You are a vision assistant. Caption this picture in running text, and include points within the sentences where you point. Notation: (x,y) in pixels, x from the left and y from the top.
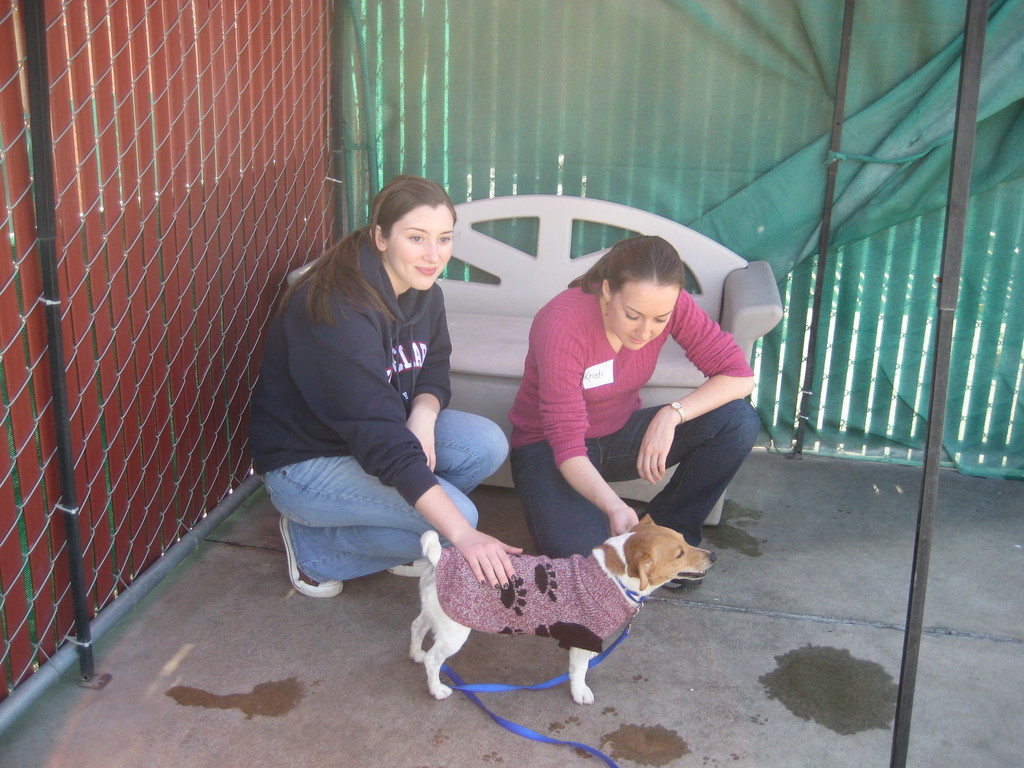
Two women (330,279) are crouching and petting a dog (554,628).
